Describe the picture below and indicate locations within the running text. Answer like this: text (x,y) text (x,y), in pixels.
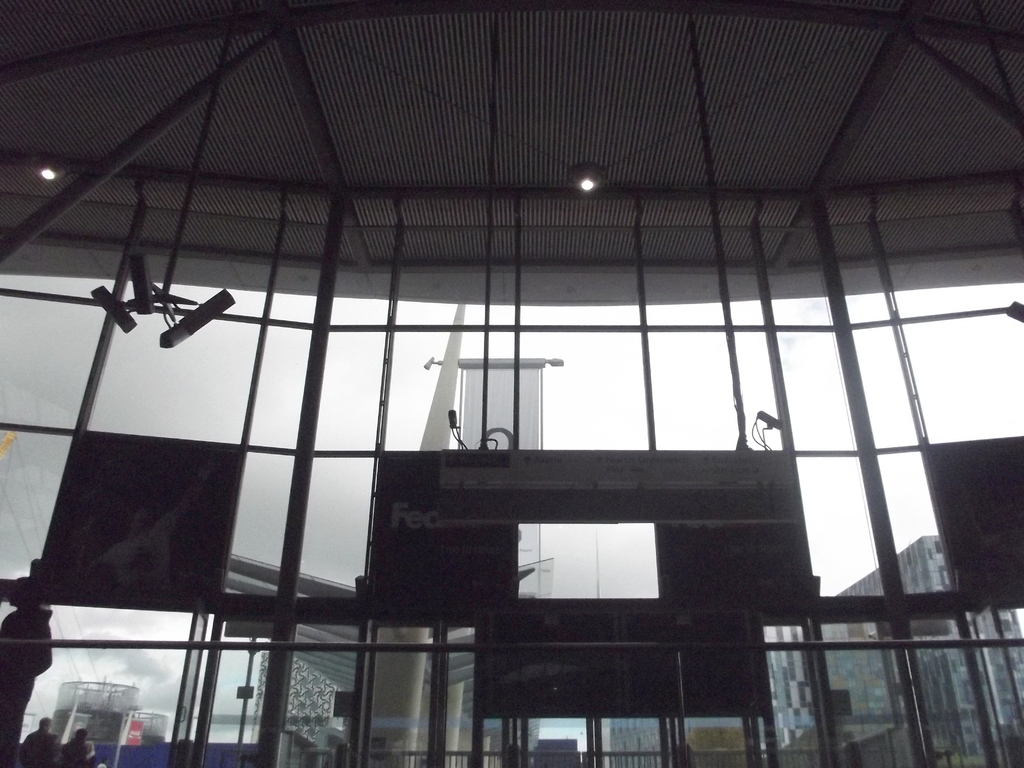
In the foreground of this image (574,710), there are few banners (393,545) on the glass wall (355,573) of a shelter (361,215). At the top (403,70), there is the inside roof (477,72) and we can also see few lights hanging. Through the glass (280,385), we can see the clouds (285,377), shed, pillars (413,713), buildings (875,689), and the cables (25,499). There are three people (30,746) on the left (15,723).
